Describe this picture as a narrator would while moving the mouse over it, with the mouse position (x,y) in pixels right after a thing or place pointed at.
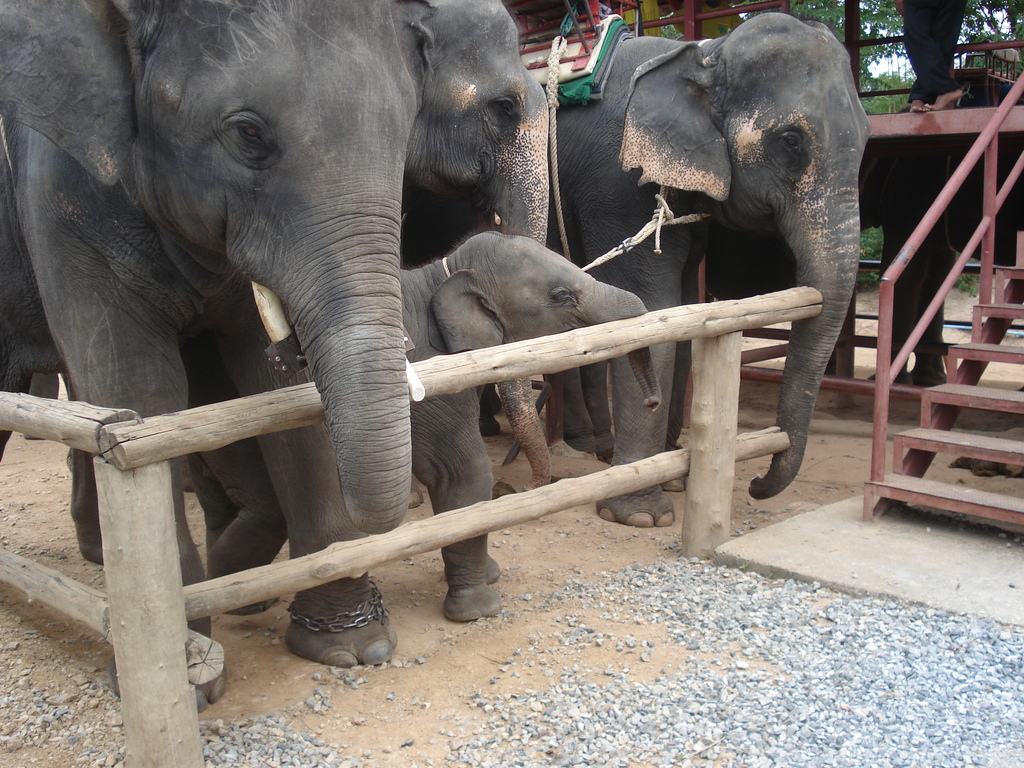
In this image we can see elephants (335,535), fence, stones (769,628), and a staircase (943,387). At the top of the image (972,9) we can see legs (918,27) of a person (925,56), trees (885,54), and sky (895,63).
